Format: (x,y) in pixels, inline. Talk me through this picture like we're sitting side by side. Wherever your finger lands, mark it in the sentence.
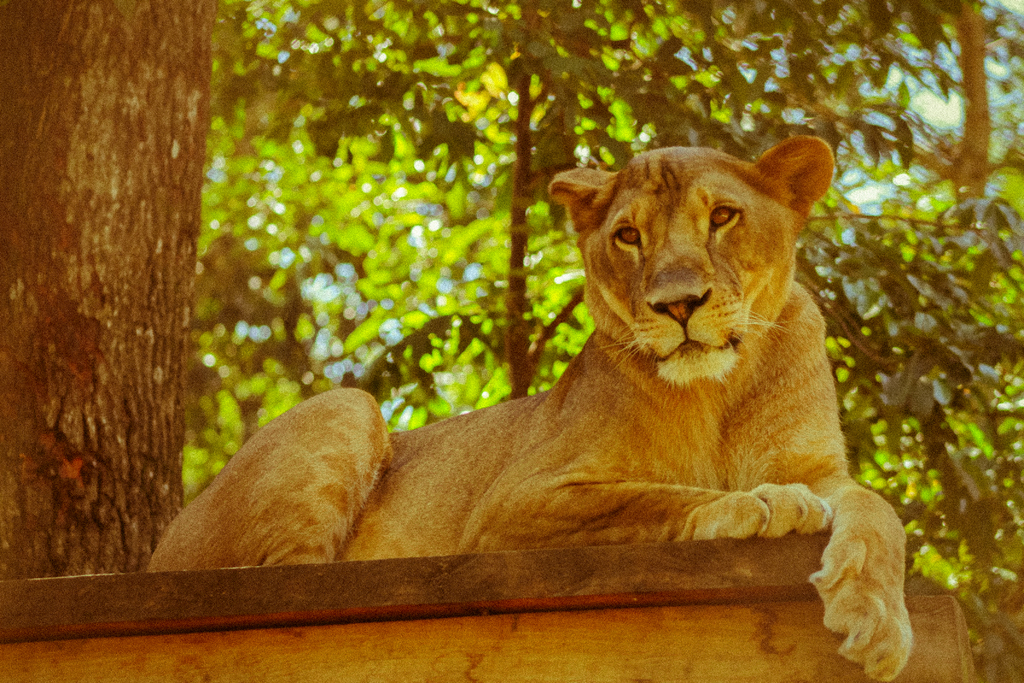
In this image we can see a lion (611,421) which is on floor (372,605) and in the background of the image (316,142) there are some trees (772,67) and clear sky (772,55).
